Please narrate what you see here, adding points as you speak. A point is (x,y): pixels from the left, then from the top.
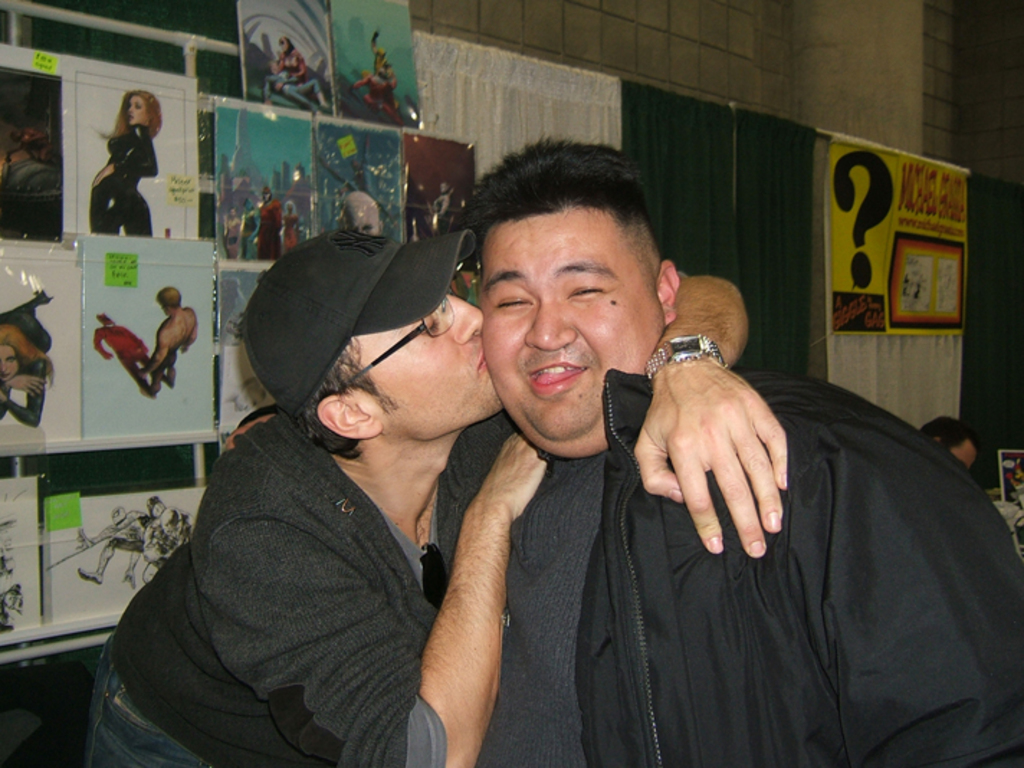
In the picture I can see a person (379,550) wearing black color sweater (343,629), spectacles (413,334) and cap (376,249) is kissing the person (618,637) who is wearing black color jacket (630,655). In the background (110,604), I can see posts (241,291) on the board (16,639), I can see curtains (772,134) and another person (964,449) here on the right side of the image (944,437).
